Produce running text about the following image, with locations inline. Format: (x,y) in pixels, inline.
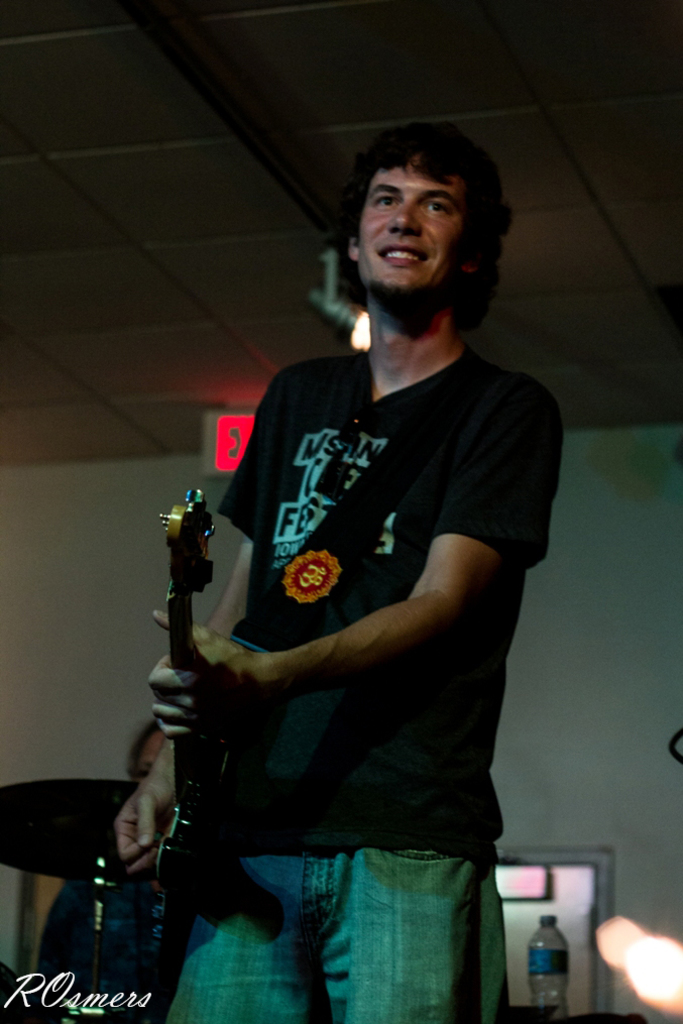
In this image there is a person (354,652) wearing black color T-shirt (325,618) playing guitar (190,733).
